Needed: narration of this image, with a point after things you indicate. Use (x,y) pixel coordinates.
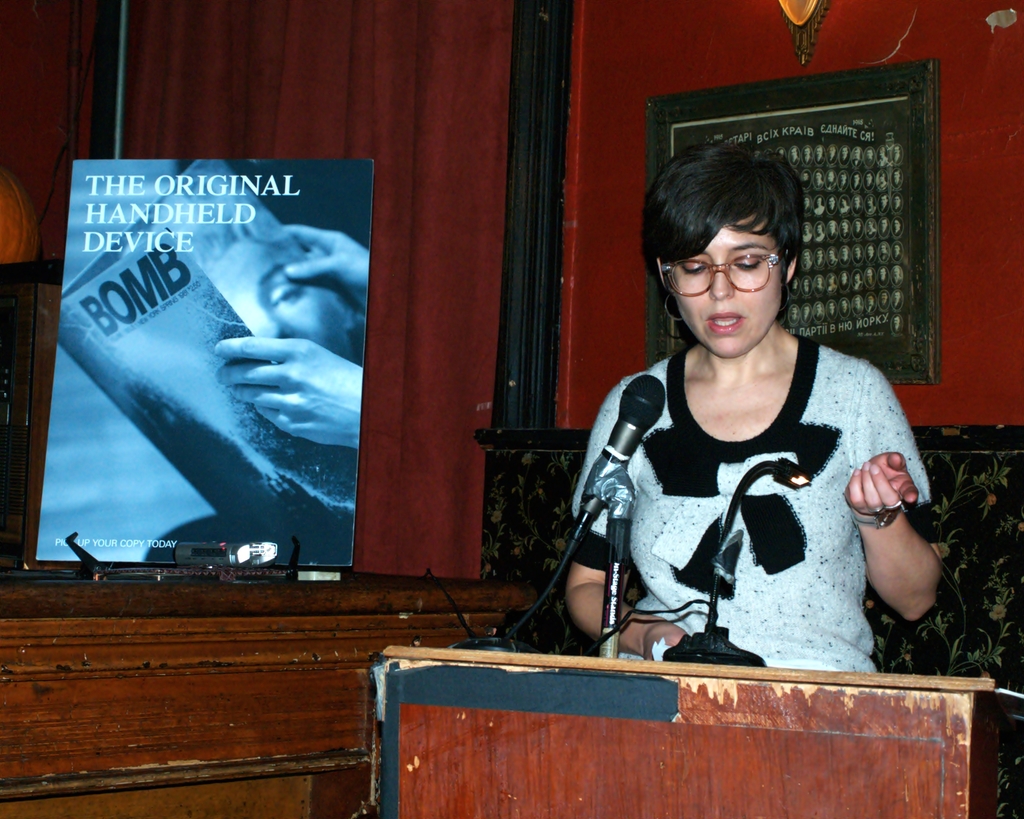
In the foreground (700,560) I can see a woman (584,602) is standing in front of a table (634,665) and mike (616,607). In the background (911,226) I can see a wall (960,248), board (239,342) and so on. This image is taken may be in a hall (408,479).
